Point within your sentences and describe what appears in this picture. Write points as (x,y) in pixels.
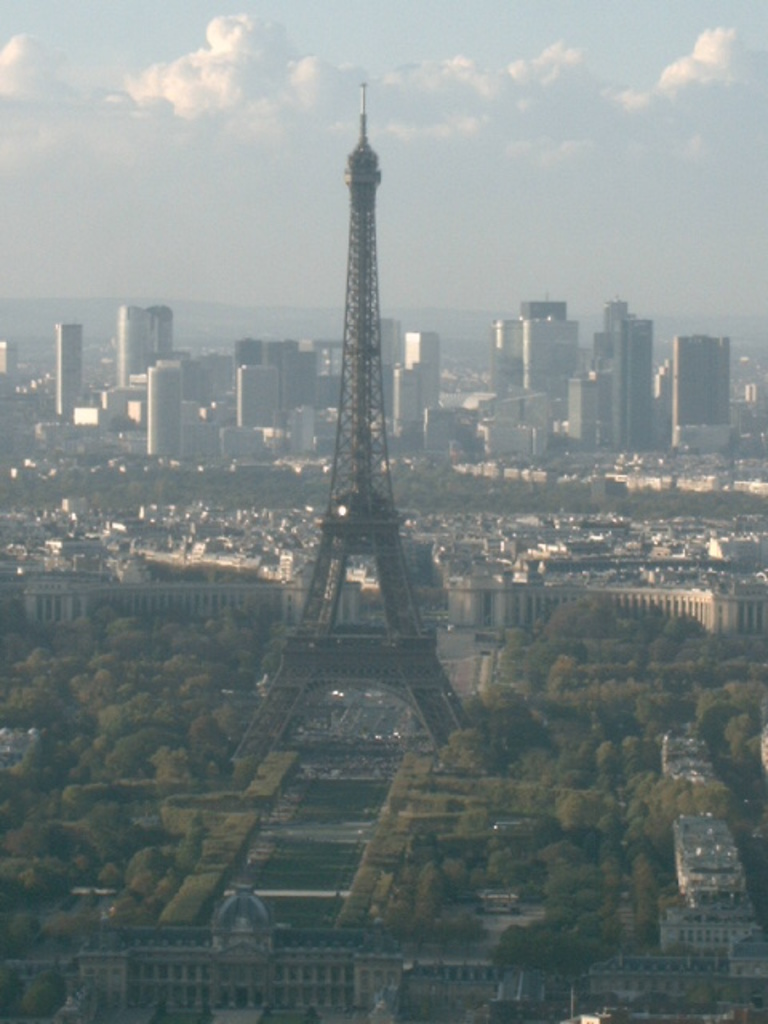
In this image we can see a group of trees (100,900), buildings (339,940). In the center of the image (378,648) we can see the Eiffel tower (377,438). At the top of the image (298,76) we can see the cloudy sky (308,195).
